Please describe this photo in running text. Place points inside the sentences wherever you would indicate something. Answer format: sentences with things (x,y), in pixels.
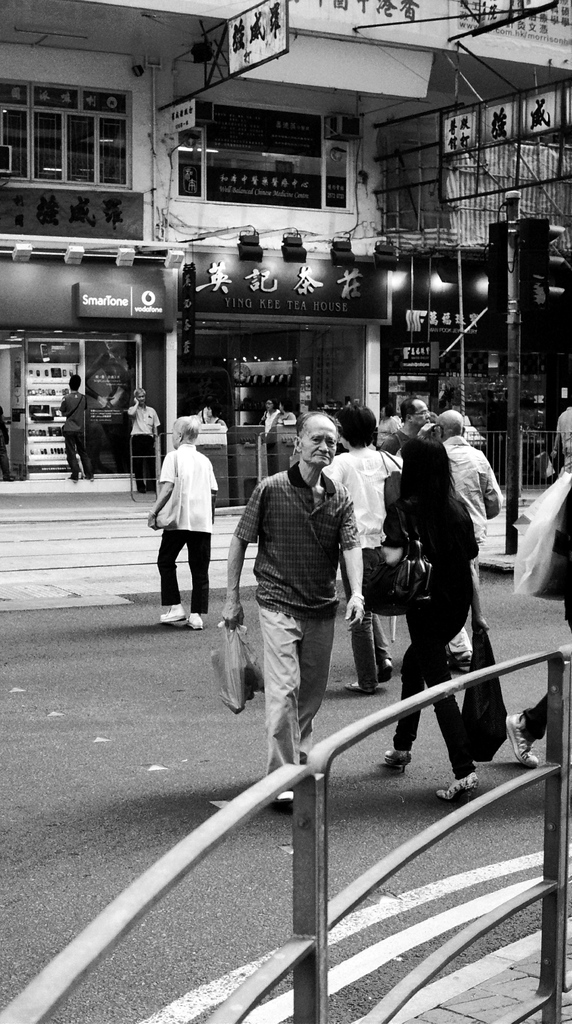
This is a black and white picture and there are few persons (467,760) on the road (57,863). There is a pole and this is a fence (341,907). In the background (228,351) we can see boards (310,277) and buildings (369,326).
